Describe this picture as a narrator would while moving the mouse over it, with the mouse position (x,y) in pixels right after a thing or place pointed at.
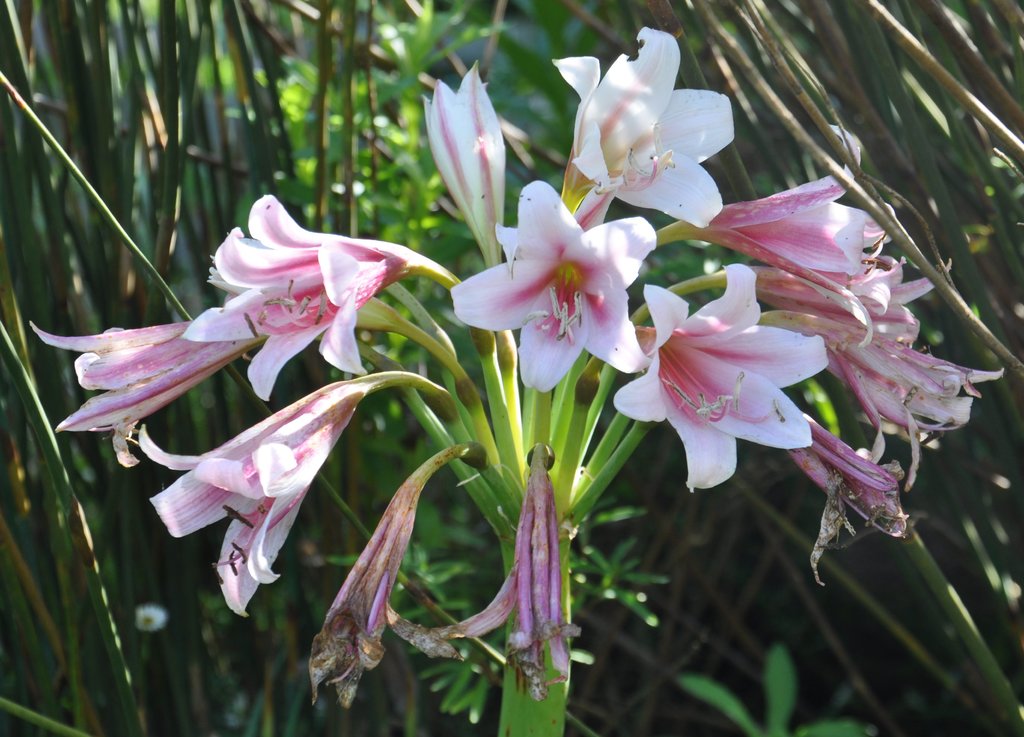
There are some flowers (539,384) as we can see in the middle of this image (409,420) and there is a greenery (402,187) in the background (668,257).
